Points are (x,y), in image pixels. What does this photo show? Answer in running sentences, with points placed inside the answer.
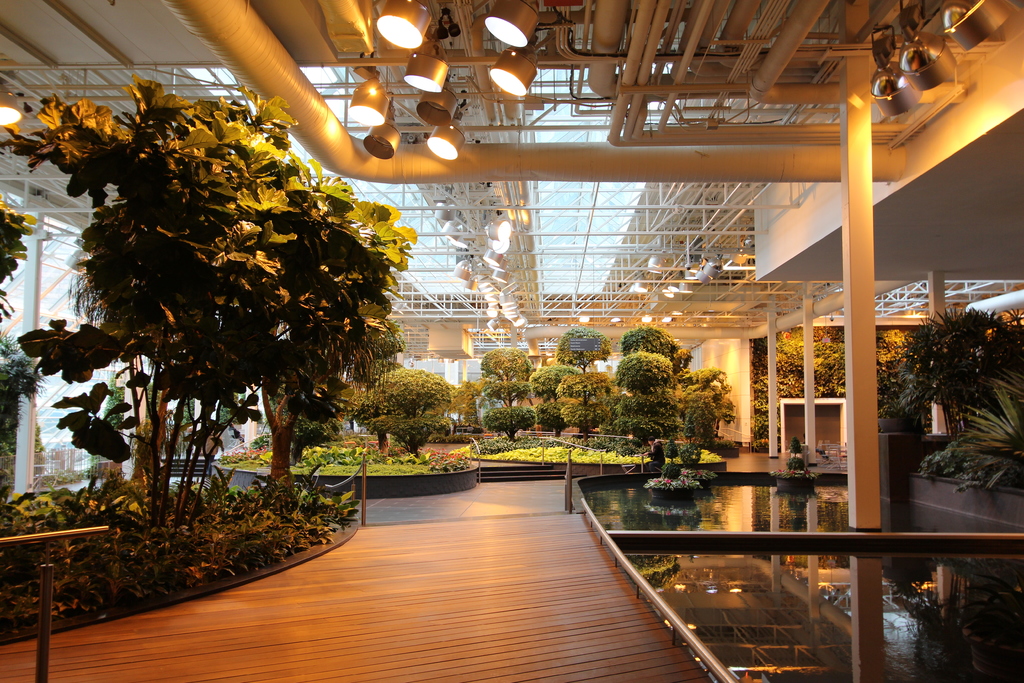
In this picture we can see beams (755,307), lights (387,4), trees (581,387), plants (755,358), water (729,502), railings (571,460) and objects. At the bottom portion of the picture (445,618) we can see the floor (367,615).
